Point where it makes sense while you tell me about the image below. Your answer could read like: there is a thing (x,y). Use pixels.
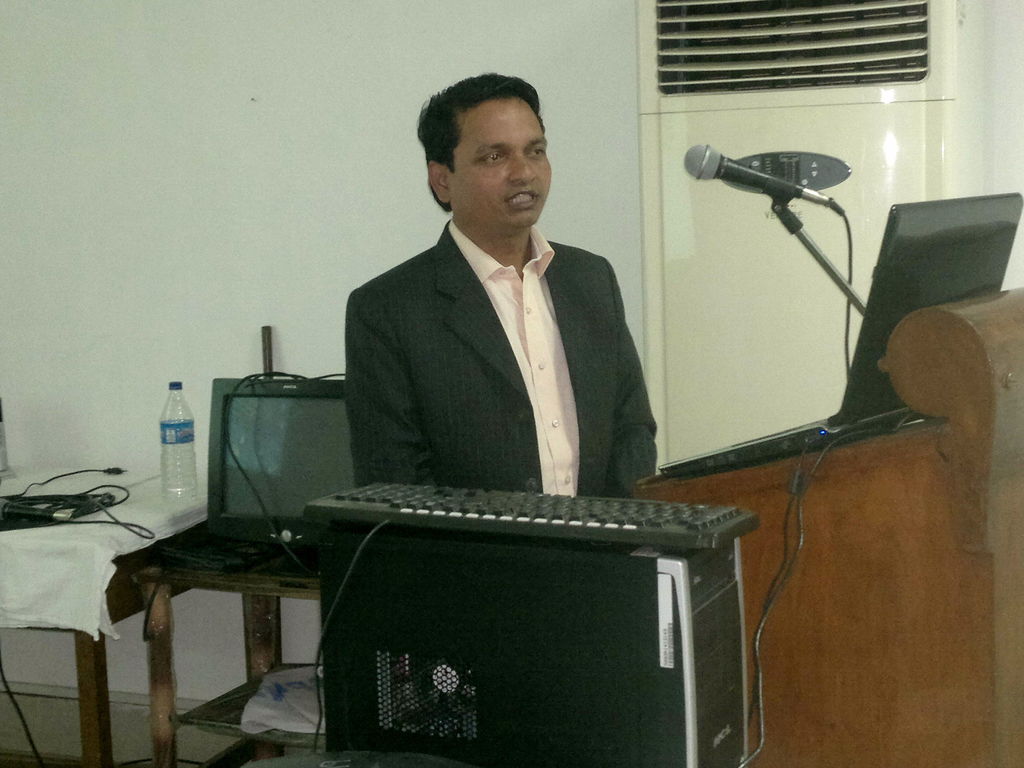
There is a room (475,352). He is standing. He is wearing a black coat (505,349). On the right side (816,516) we have a podium (830,508). There is a microphone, laptop (801,451) on a podium (828,472). On the left side (200,489) we have a table (239,578). There is a bottle (189,461), battery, TV (219,522) on a table (187,523). We can see in background (330,277) white color wall (252,204) and air conditioner (807,126).
